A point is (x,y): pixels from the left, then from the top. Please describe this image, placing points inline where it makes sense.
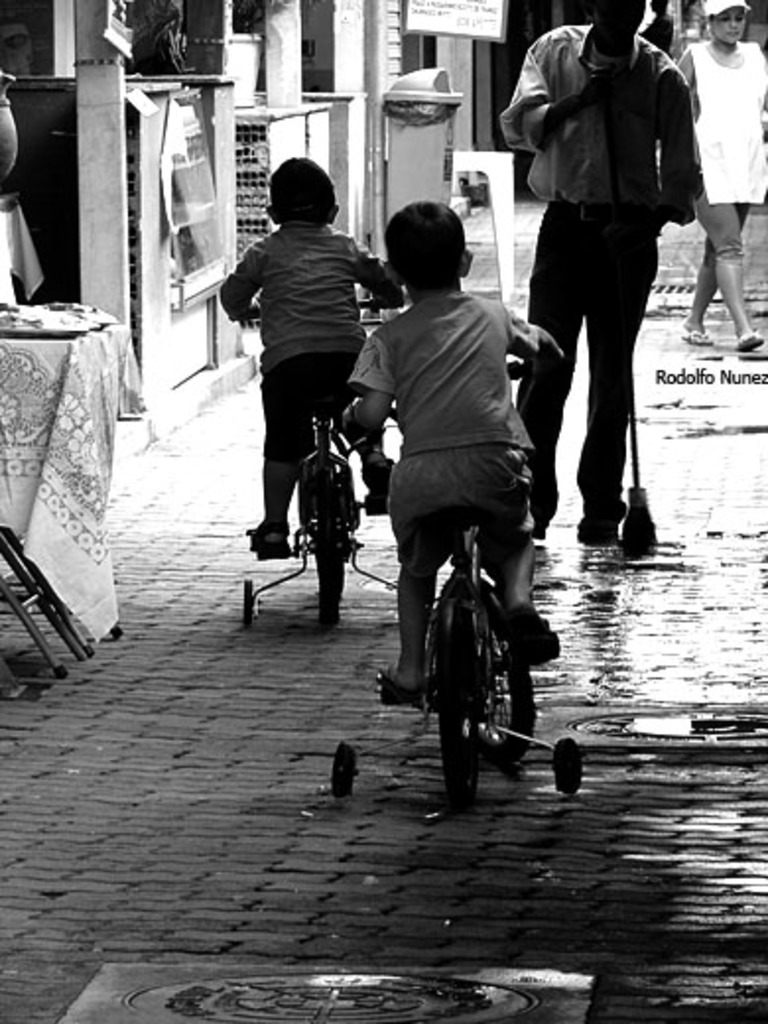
In this picture we can see four people (418,372), two kids (308,291) are riding bicycle (334,505) and two persons (654,146) are walking on the path way (684,595), in the background (422,135) we can see a dustbin (435,76) and a hoarding (450,19).
